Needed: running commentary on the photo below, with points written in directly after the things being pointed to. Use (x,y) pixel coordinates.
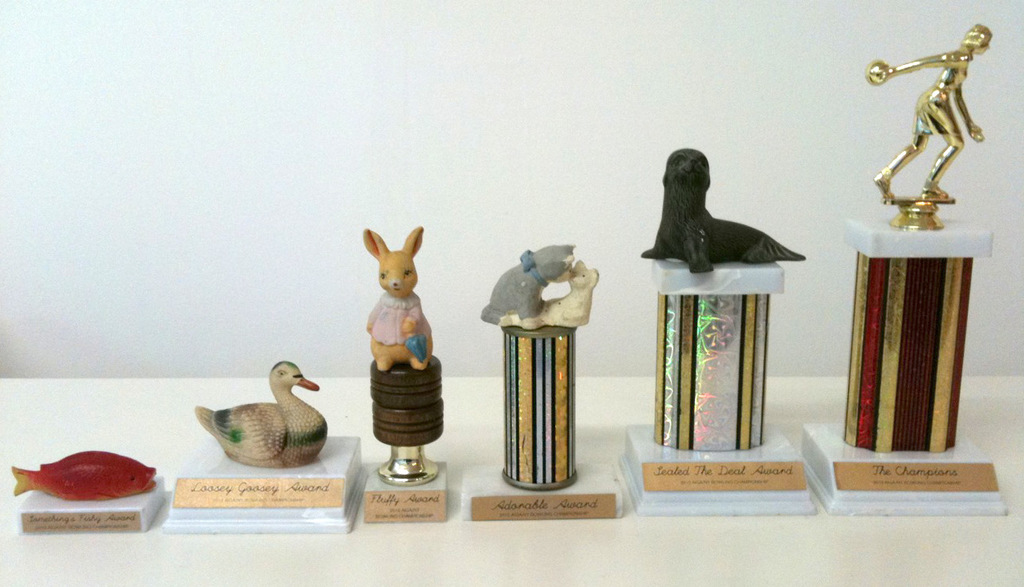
Here we can see toys (21,479) on a platform (1023,554). There is a white background (468,176).
